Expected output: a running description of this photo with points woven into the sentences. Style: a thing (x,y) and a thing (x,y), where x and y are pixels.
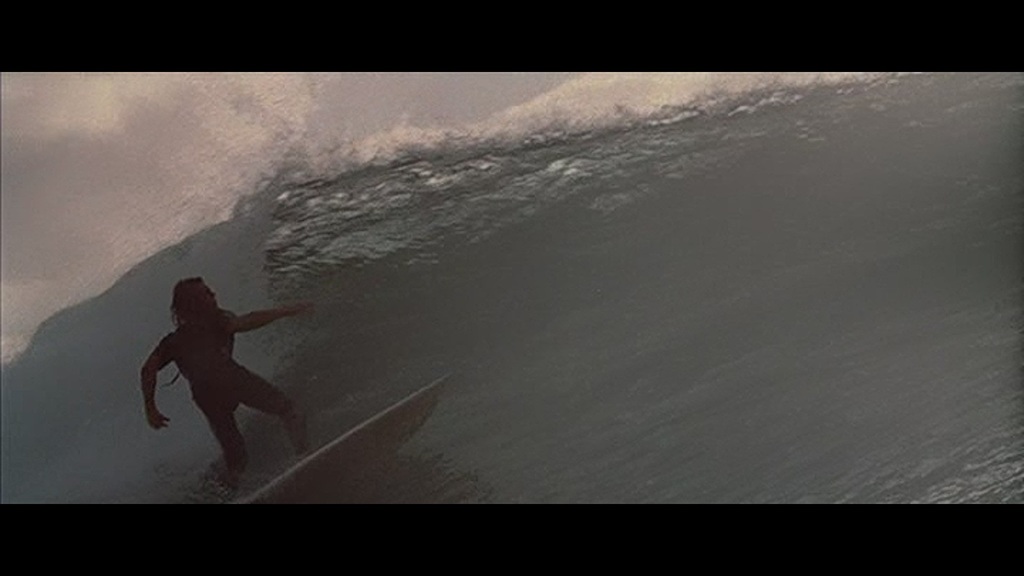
In this image a person (240,386) is standing on the surfboard (329,453). He is surfing on the water (571,252) having tides (585,333). The Person (287,402) is at the left side of the image (163,350). Left top there is sky (120,152).
